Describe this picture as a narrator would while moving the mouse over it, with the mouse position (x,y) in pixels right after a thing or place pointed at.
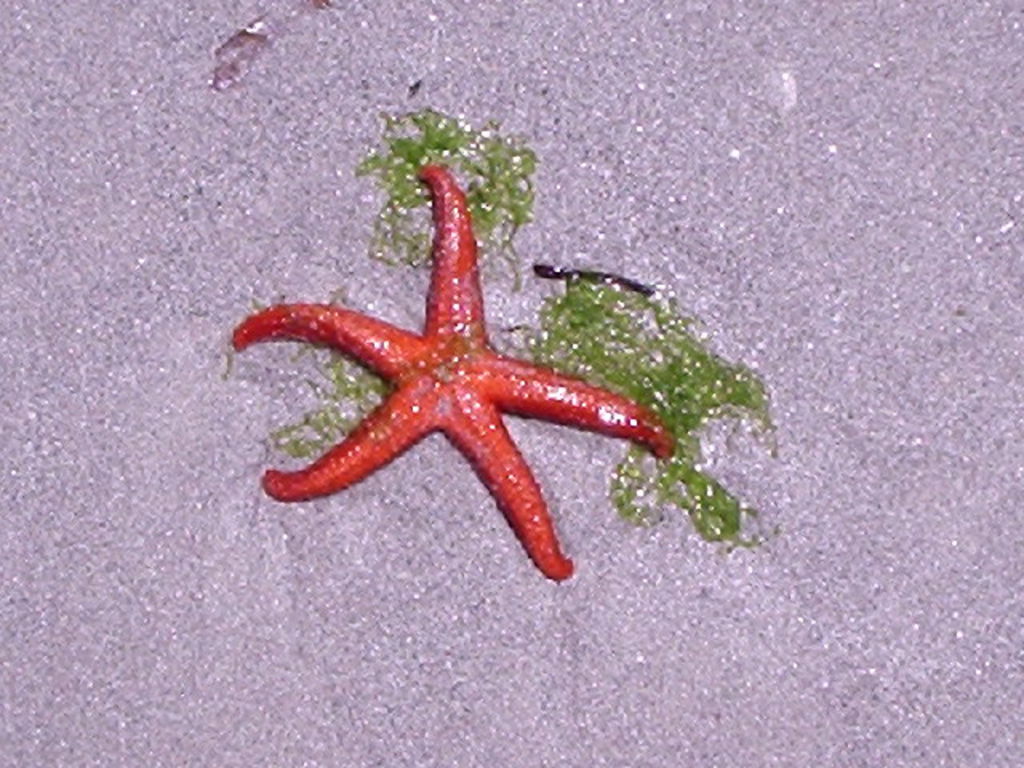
Here we can see star fish (436,357) and algae (691,420) on the surface (237,314).
